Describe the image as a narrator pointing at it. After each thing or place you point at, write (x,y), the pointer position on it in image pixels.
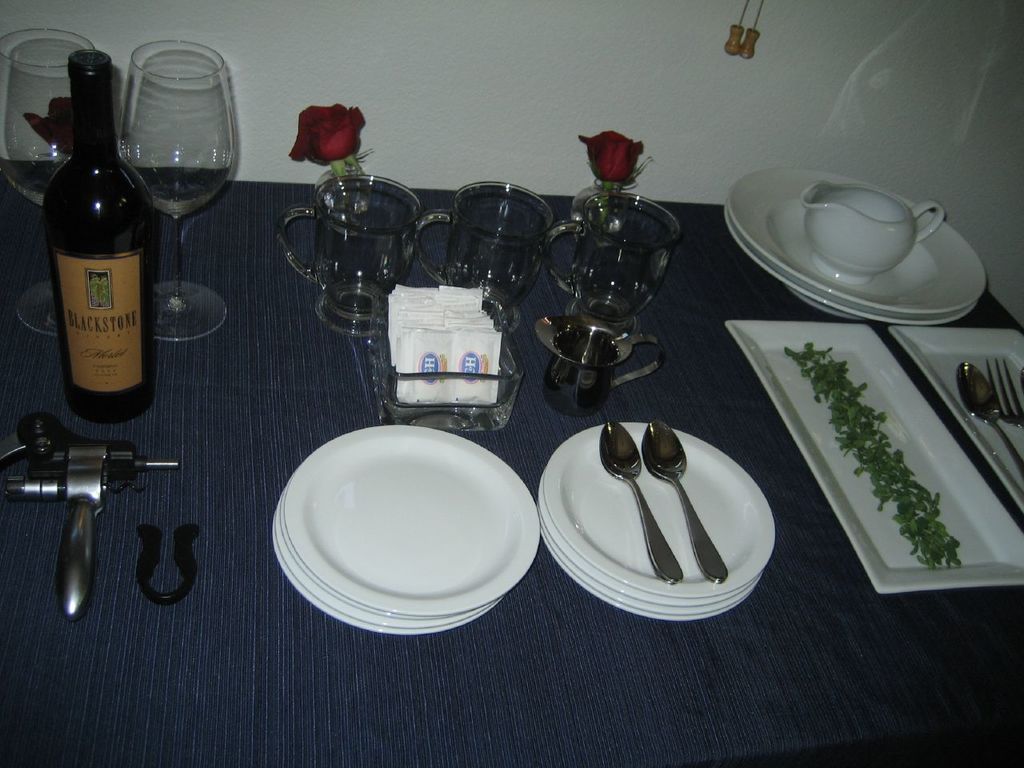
In this picture they are plates (620,511) some spoons (696,511) and a rose flower (588,154), wine bottle (82,133) bottle opener (39,424) and wine glasses (200,127).
